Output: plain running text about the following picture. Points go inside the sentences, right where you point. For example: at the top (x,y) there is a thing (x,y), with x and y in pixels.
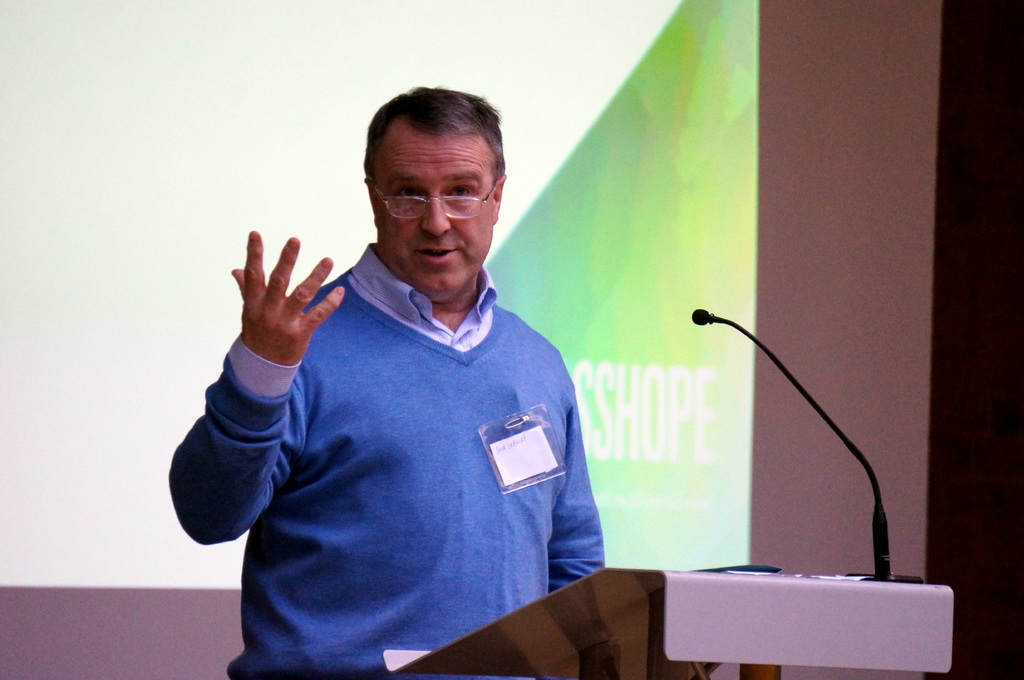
In this image we can see a man (485,185) is standing at the podium (627,599) and there is a microphone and papers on the podium (702,643). In the background (367,234) we can see the screen (326,73).
